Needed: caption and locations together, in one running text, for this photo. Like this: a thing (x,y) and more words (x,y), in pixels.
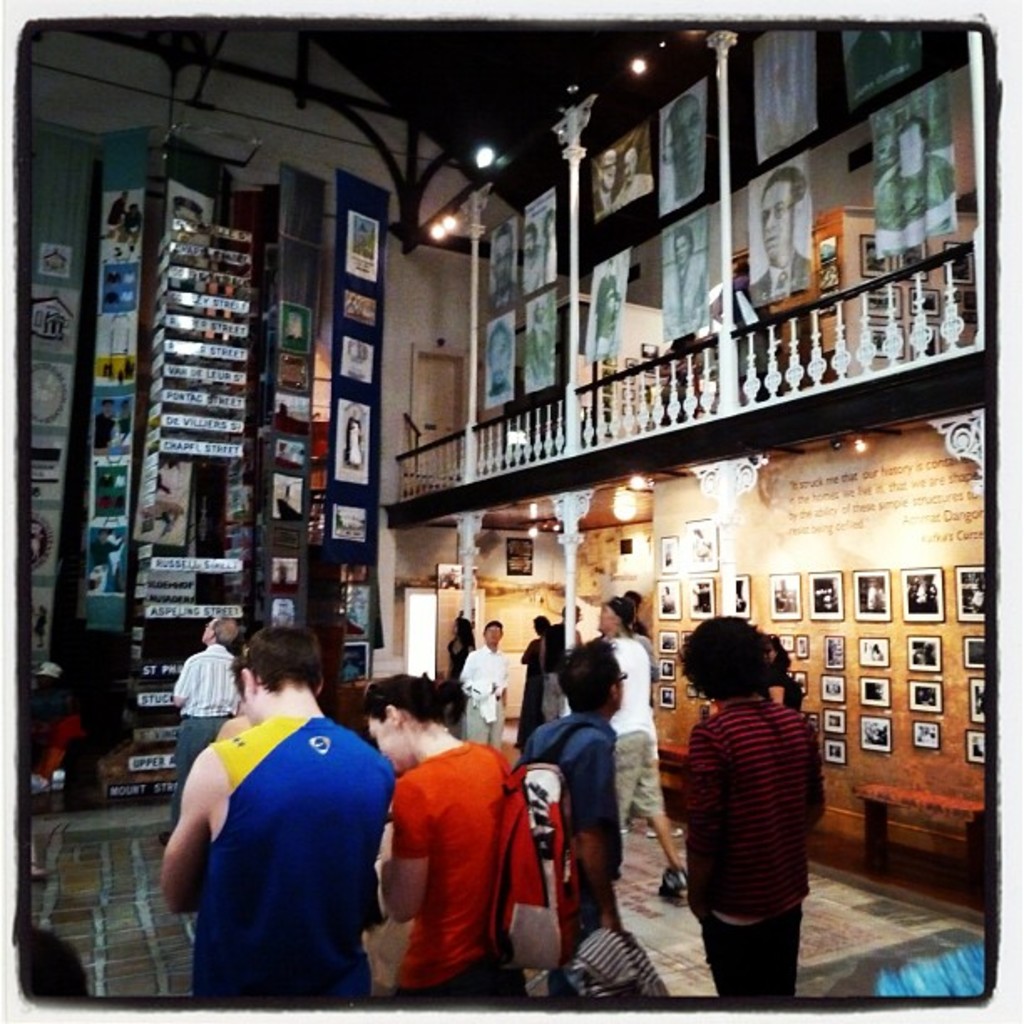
In this image we can see many people (489,795). Some are holding bags (558,882). On the right side (714,560) there are walls (762,570) with photo frames (874,641). Also there are lights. And there are pillars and railings (747,336). In the back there are photo frames (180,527) on the wall (807,546). And something is written on the boards (244,402).
